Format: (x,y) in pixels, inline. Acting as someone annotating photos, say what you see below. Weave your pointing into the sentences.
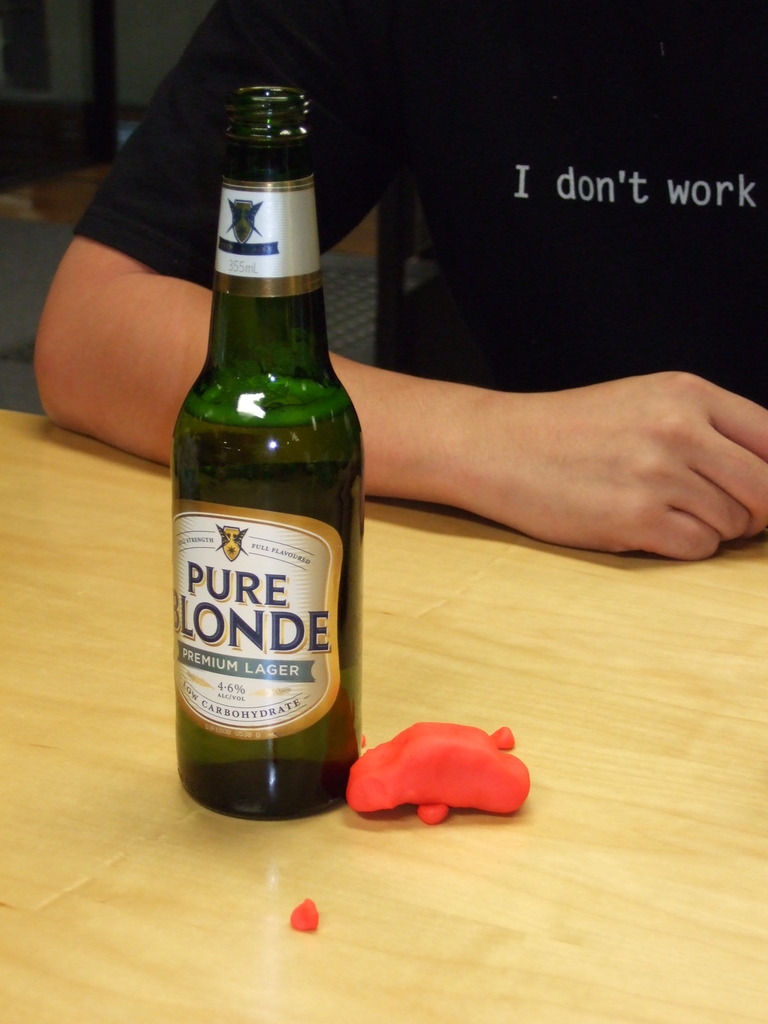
In this image i can see a glass bottle (266,502) on the table (223,819) and the person (432,207) who is wearing a black t shirt (536,164).
